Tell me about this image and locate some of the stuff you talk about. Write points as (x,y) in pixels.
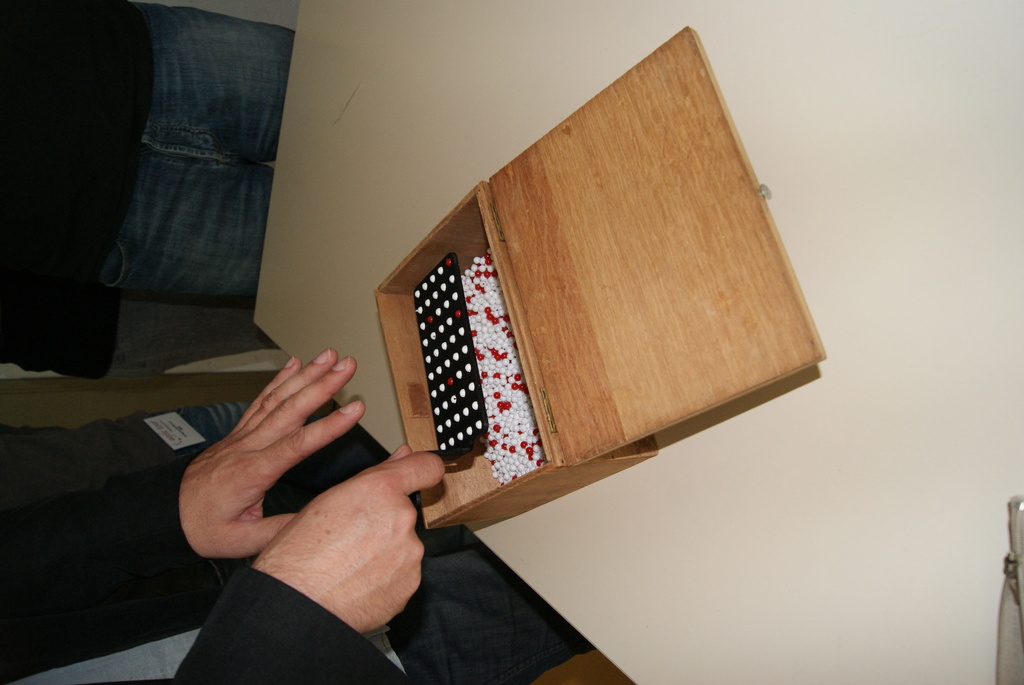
In this picture I can see few persons (48,629) standing. There is a wooden box (510,297) with balls (500,305) and an object (448,326) in it, which is on the table (838,238).
